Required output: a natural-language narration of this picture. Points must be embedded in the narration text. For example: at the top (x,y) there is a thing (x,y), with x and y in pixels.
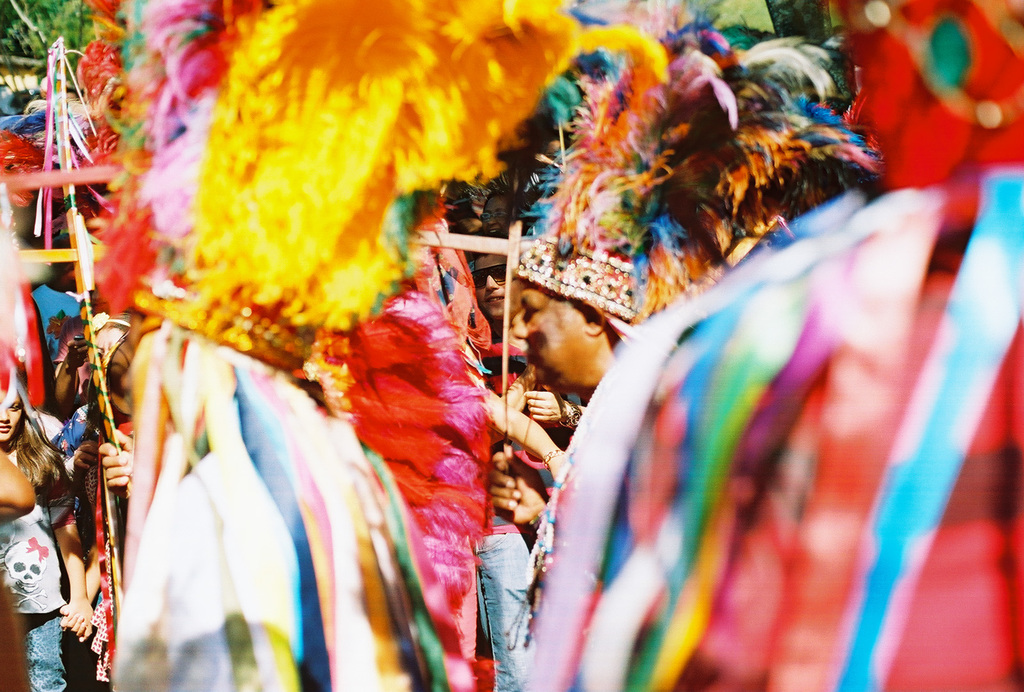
In this image I can see people (264,494) wearing costumes (607,604) and holding objects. At the top left side of the image (87,12) there are leaves (49,25).
